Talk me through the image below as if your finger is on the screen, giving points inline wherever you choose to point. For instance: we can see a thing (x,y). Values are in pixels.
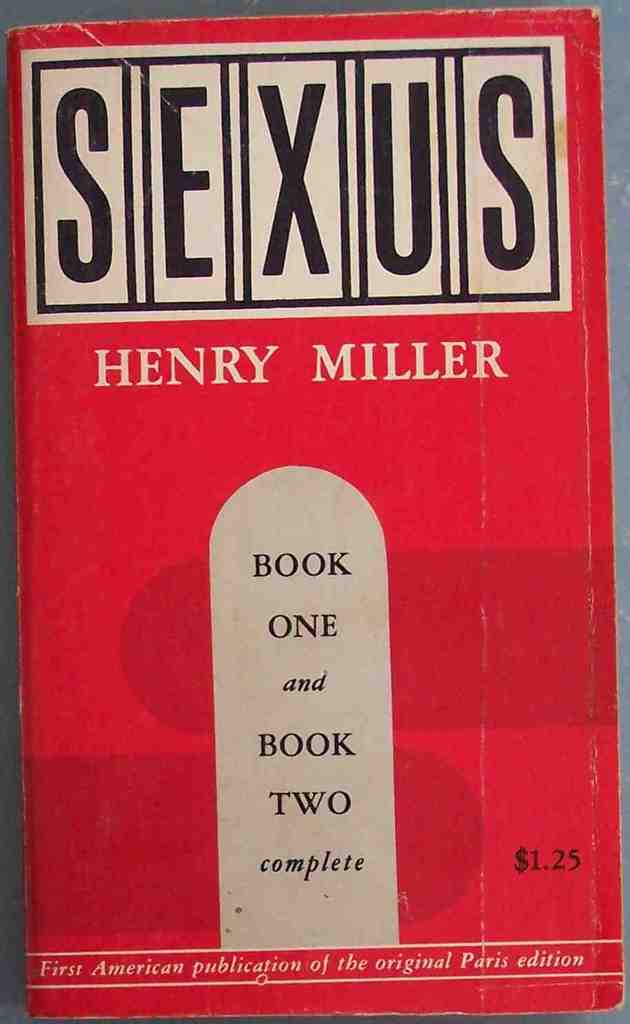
In this image we can see a book (269,454) and we can also see some text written on it.
